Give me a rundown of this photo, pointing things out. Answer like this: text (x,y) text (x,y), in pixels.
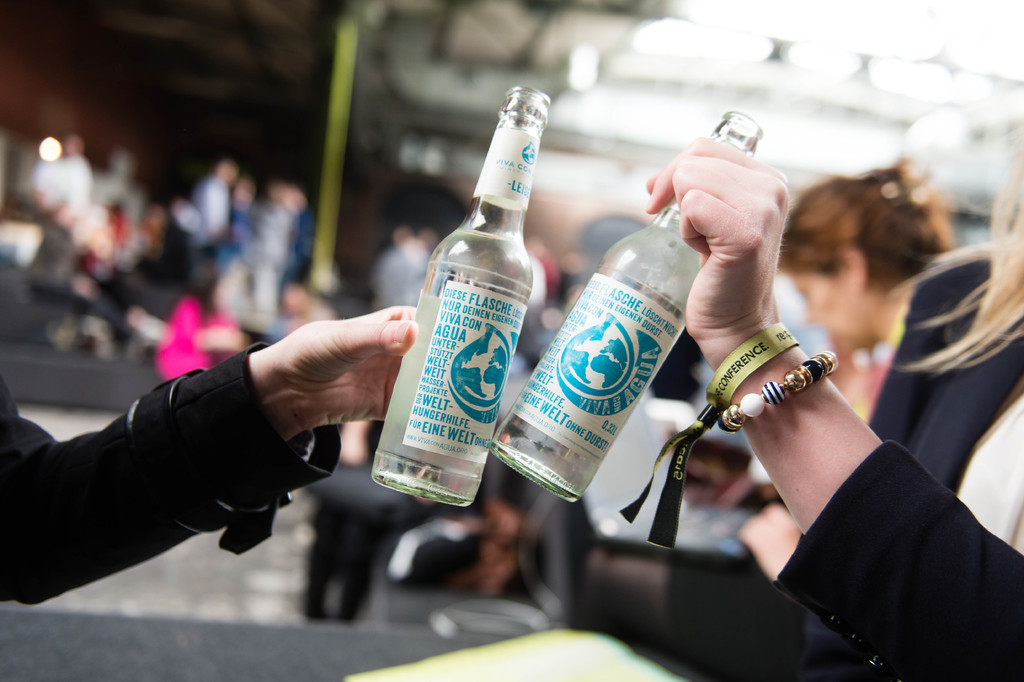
In this picture there are two persons (673,487) holding bottles (494,400) in their hands (758,327). There are few people (301,191) at the background (863,297).
